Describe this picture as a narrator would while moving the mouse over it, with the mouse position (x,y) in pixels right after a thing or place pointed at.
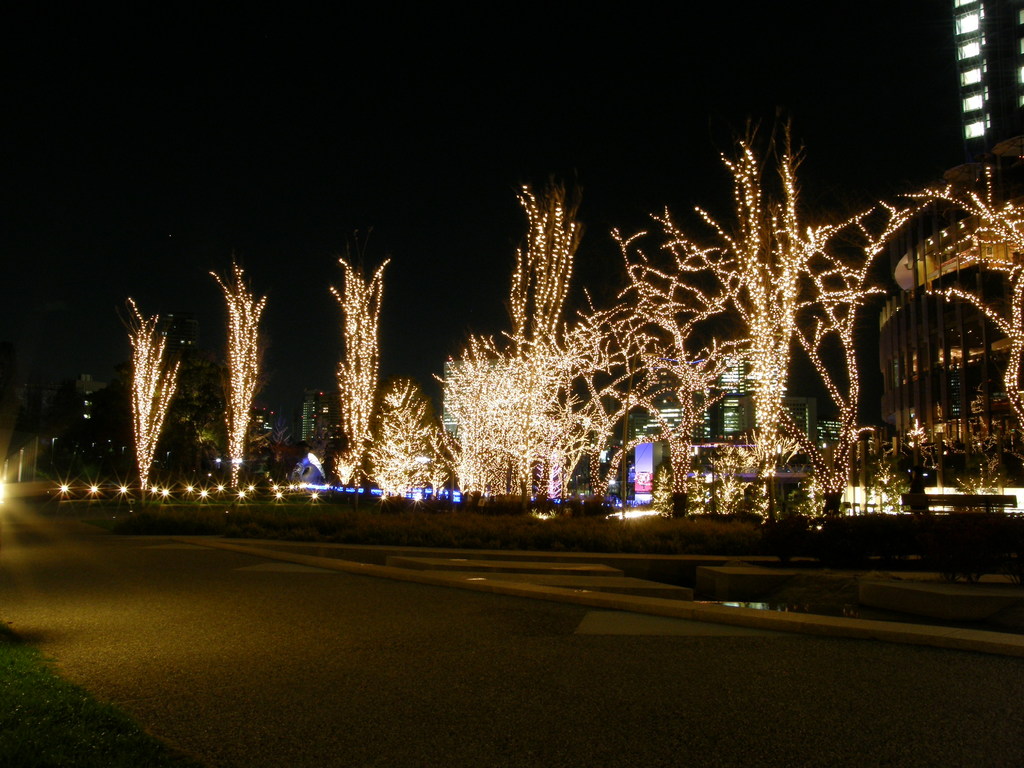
In this image we can see decor lights (491,421) to the trees (498,417), roads (362,579), buildings (914,379) and sky (351,167).
